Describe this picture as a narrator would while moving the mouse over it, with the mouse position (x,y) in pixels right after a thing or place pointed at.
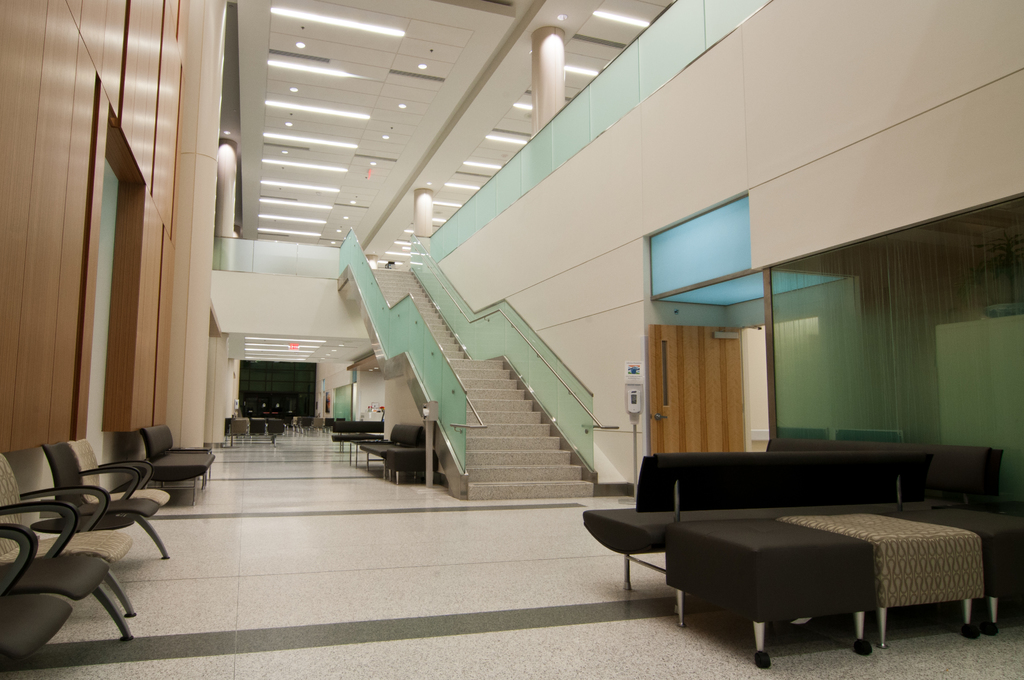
In This picture we can see the waiting area (258,470). On the floor (189,491) there are many chairs (92,492) and sofas (777,531). There is a wooden door (675,360). There is a staircase (458,361) to reach another floor (386,260). On the top (406,105) there are lights (421,69).
